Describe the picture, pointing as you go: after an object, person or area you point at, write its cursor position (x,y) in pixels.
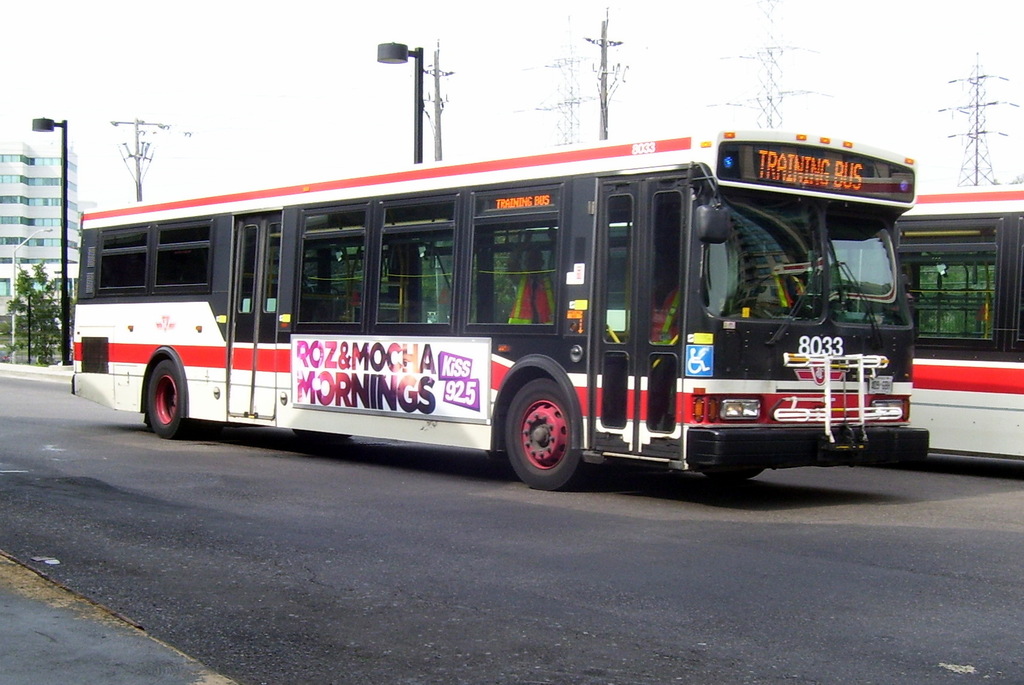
In this image I see the road (145,481) on which there are 2 buses (506,311) which are of white and red in color and I see something is written on this bus (762,353) and I see the windows (926,263) and in the background (66,273) I see the poles (63,257), few trees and I see the building (36,263) over here and I see the sky (433,93).
